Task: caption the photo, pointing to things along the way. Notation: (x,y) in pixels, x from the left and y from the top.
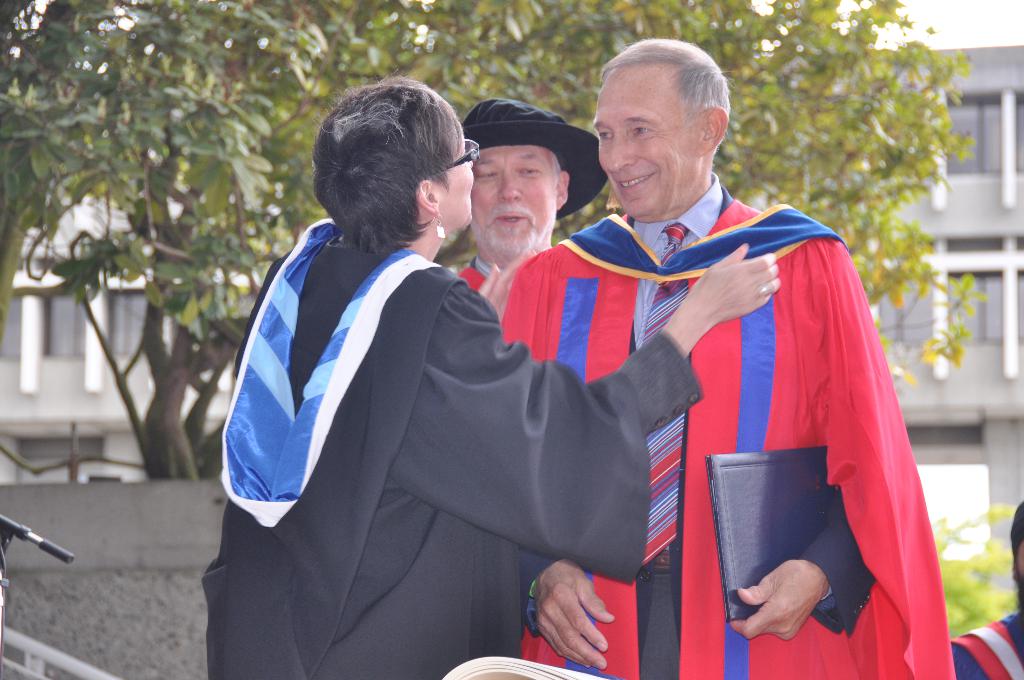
In the foreground of this image (667,575), there is a woman (474,537) in black color coat (472,565) and a man (826,344) wearing red color coat (841,381) and holding a file (747,485). Behind them, there is a man (537,221) with hat (555,132) and a person (1006,639) in the right bottom corner (1016,649). In the background (718,50), there is a tree (673,5), wall (19,550), building (983,308) and an object (19,533) on the left (15,536).
